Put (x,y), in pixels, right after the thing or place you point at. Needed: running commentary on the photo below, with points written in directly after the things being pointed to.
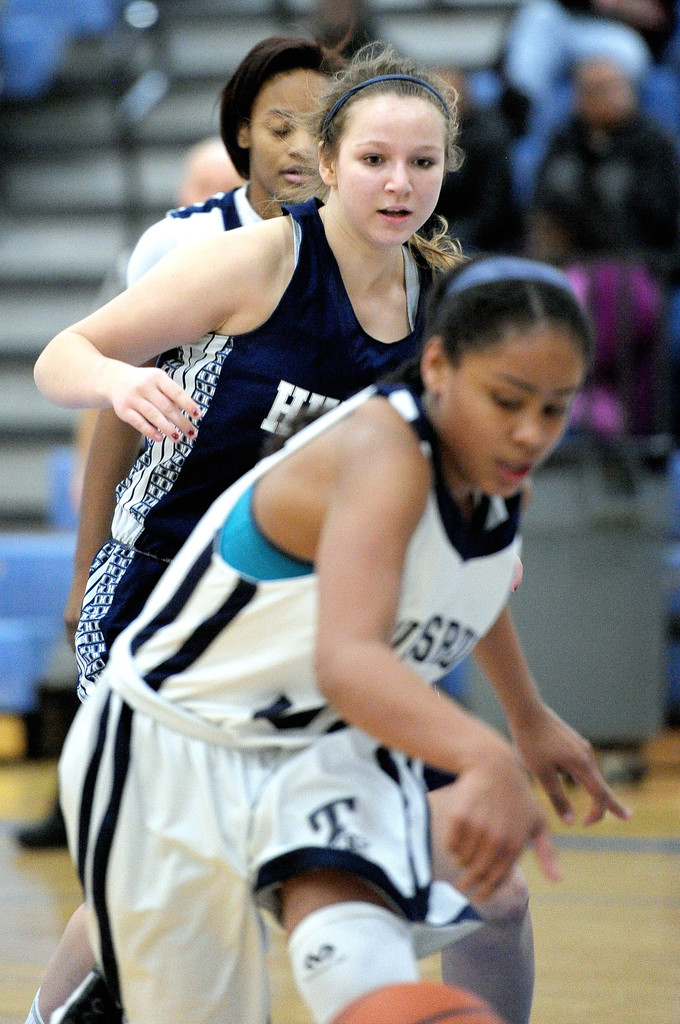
In this image we can see a few people (270,432) running on the ground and the background (573,171) looks like a stadium (154,189), we can see a few people (504,104) sitting on the chairs (72,522).
